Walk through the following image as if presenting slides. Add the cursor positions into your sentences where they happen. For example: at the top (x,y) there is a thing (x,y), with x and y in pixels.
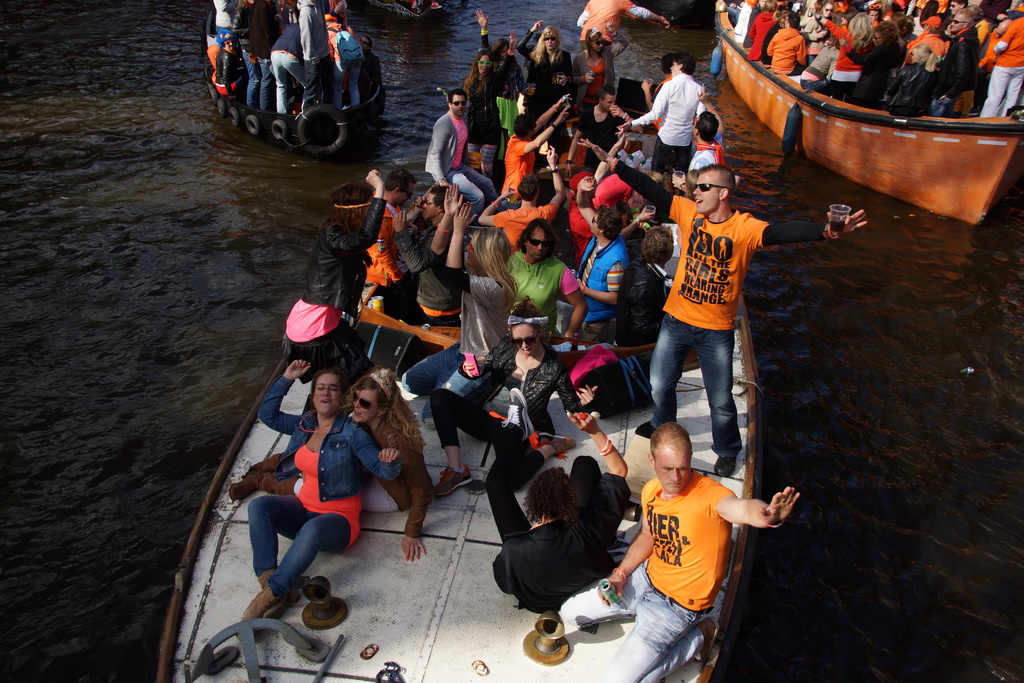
There are groups of people (543,338) standing and sitting on the boats (262,123). These boats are moving on the water (860,527). These are the inflatable water tubes (315,146), which are hanging to the boats (295,124).
